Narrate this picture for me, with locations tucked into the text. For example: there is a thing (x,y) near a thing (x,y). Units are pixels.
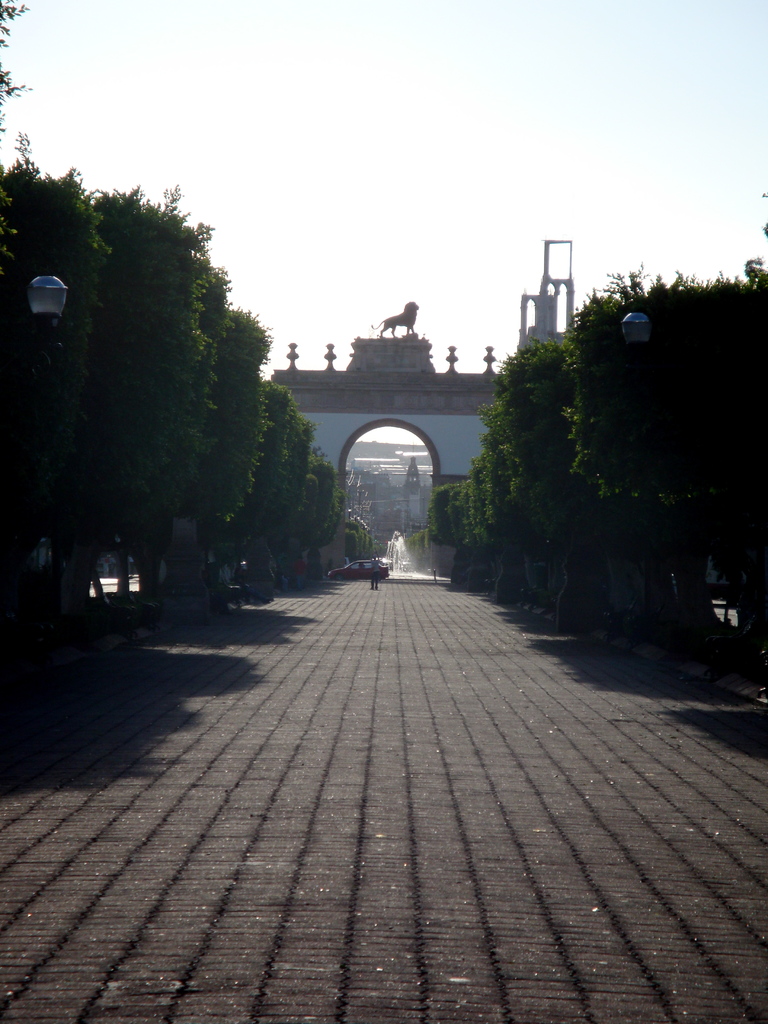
In the image there is a path (65,1005) in the foreground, around the path (765,723) there are trees (197,461) and in the background (444,413) there is an arch (444,413) and under the arch (431,412) there is a fountain (409,565).
